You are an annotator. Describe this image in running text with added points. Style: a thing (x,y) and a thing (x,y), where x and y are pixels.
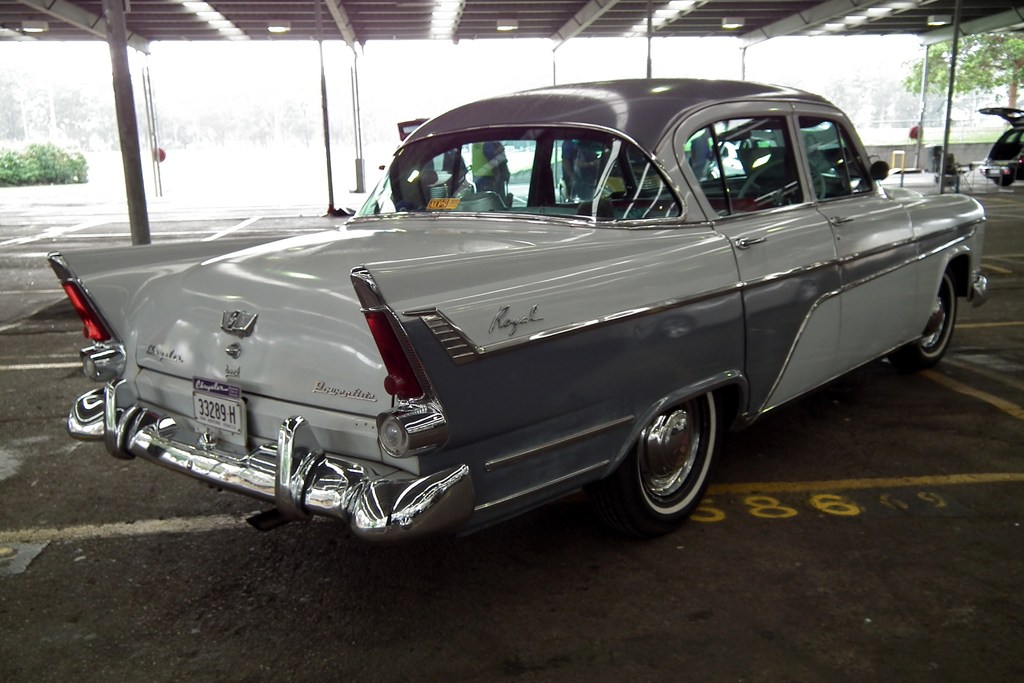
In this image in the foreground (474,206) there is one car (391,241), and in the background (507,181) there are some persons (563,172) who are standing. And on the top (152,16) there is ceiling (874,29) and some metal poles (123,27), in the center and also in the background (65,158) we could see some plants (21,160) and some cars (995,154). At the bottom (205,582) there is a floor (257,563).
